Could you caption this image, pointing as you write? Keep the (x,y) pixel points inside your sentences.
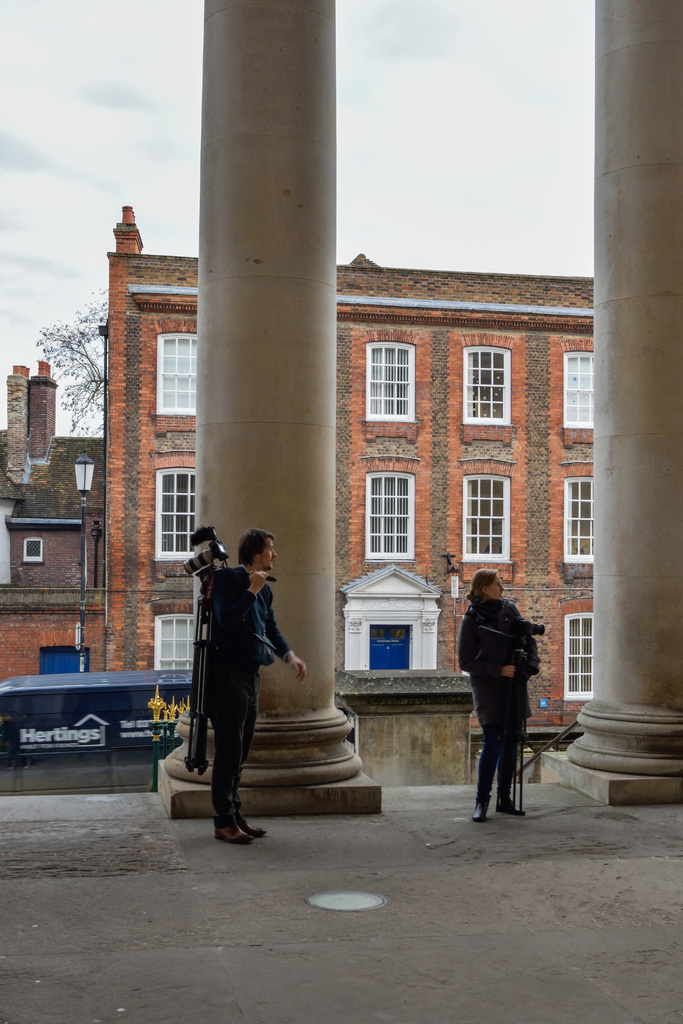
This picture is clicked outside. In the center (266,620) we can see the two persons (266,625) holding some objects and standing on the ground (422,896) and we can see the pillars (323,663) and some other objects (46,706). In the background (66,88) we can see the sky (108,159), tree (71,346), buildings (147,406) and a lamp (89,483) attached to the pole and some other objects (66,697).
